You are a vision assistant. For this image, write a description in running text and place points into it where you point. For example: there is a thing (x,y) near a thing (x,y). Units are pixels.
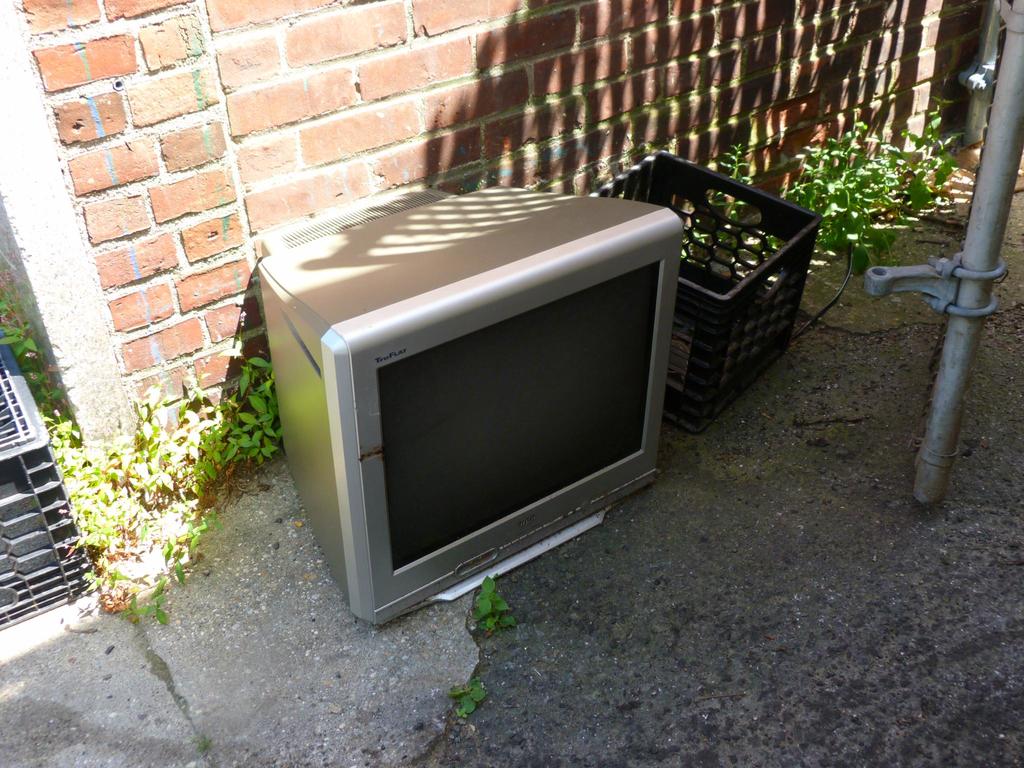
In this picture there is a television (513,447) which is kept on the floor (778,459), beside that I can see the basket (677,190) and grass (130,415). In the back (330,95) I can see the brick wall (421,115). On the right (981,317) I can see the pipe (923,488).
